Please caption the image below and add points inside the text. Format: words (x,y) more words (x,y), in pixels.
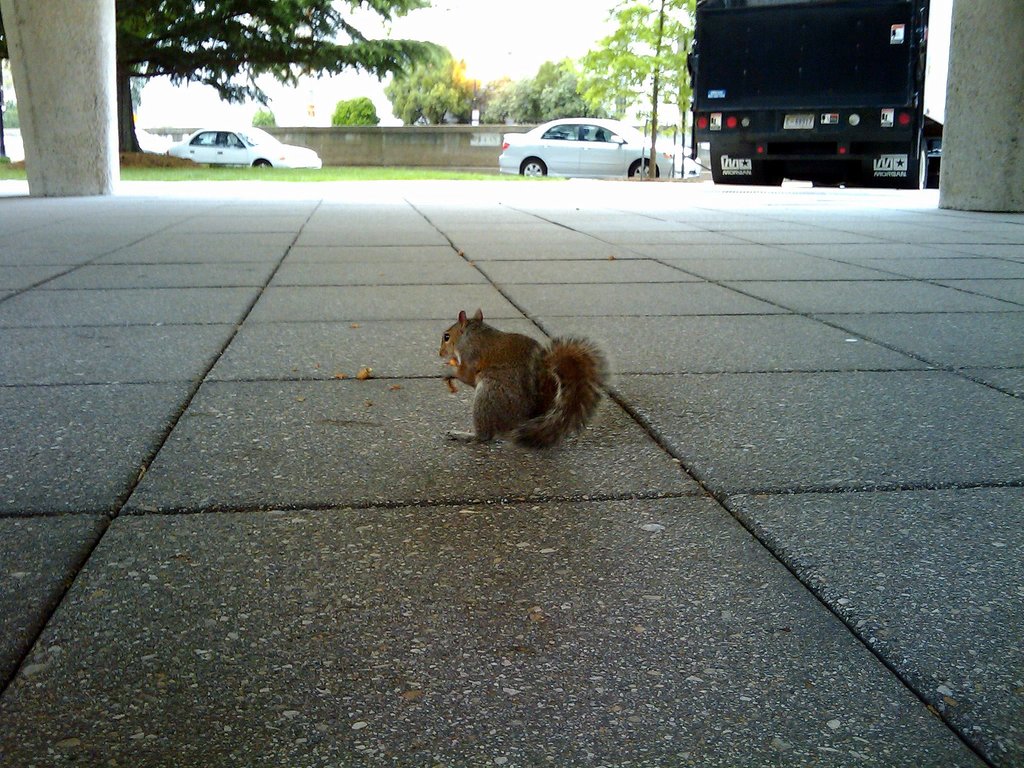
In this image at the bottom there is one squirrel (514,397) which is eating something, at the bottom (549,632) there is walkway (456,320). And in the background (127,94) there are some vehicles (230,135), trees (123,94), wall (422,139), grass (194,168) and pillar (115,126). And at the top (443,39) there is sky (545,18).
